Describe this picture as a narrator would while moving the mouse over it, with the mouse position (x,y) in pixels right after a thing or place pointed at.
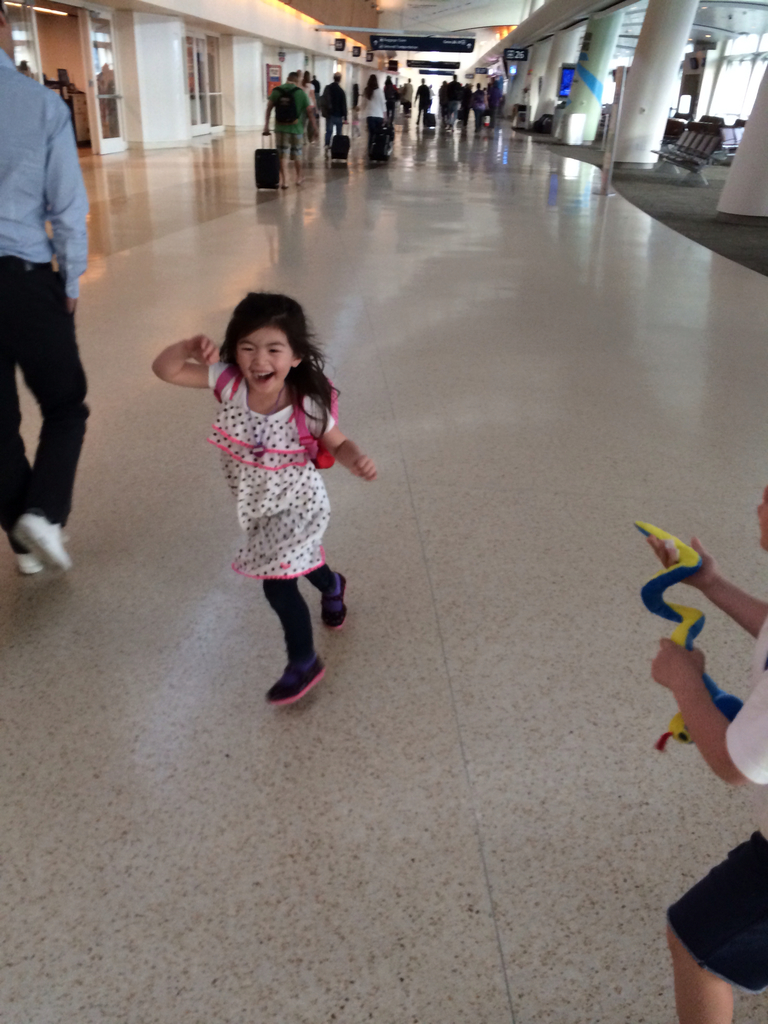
In this image we can see a girl (301,507) is running. She is wearing white color dress (277,500). Right side of the image (671,94) pillars (641,79) are there. Background of the image (294,154) so many people (373,126) are walking by holding suitcases (378,147). Right bottom of the image (704,743) one boy (654,660) is there who is holding yellow color thing (685,571) in his hand (660,670).
